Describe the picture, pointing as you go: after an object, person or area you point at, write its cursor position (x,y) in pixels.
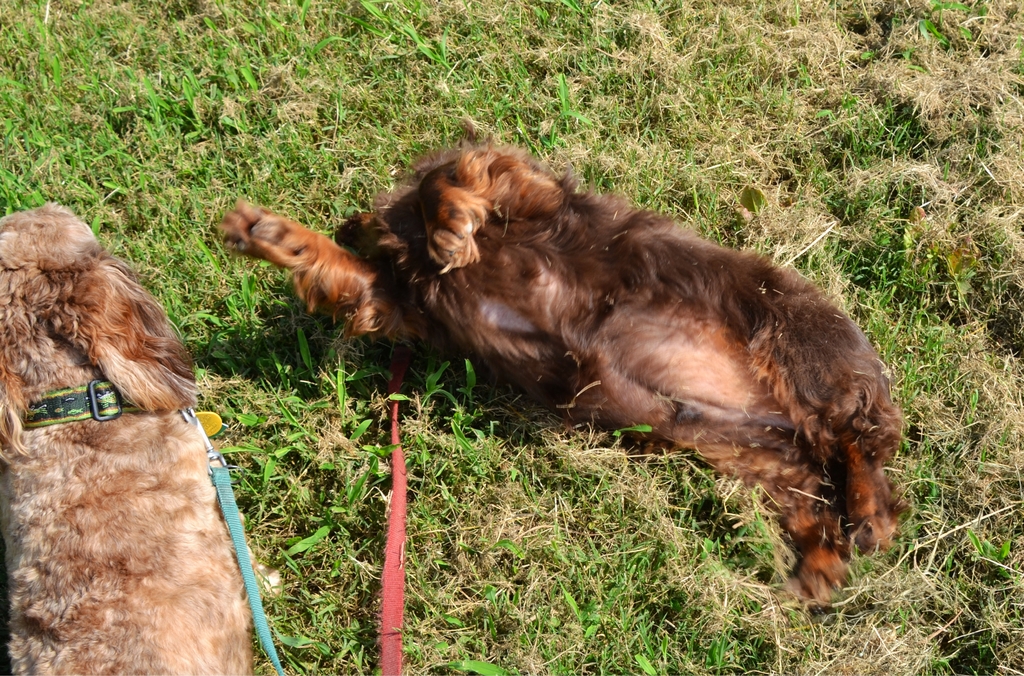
In this image, we can see dogs (431,219) with belts (232,498) are lying on the ground (682,491) covered with grass (530,503).
